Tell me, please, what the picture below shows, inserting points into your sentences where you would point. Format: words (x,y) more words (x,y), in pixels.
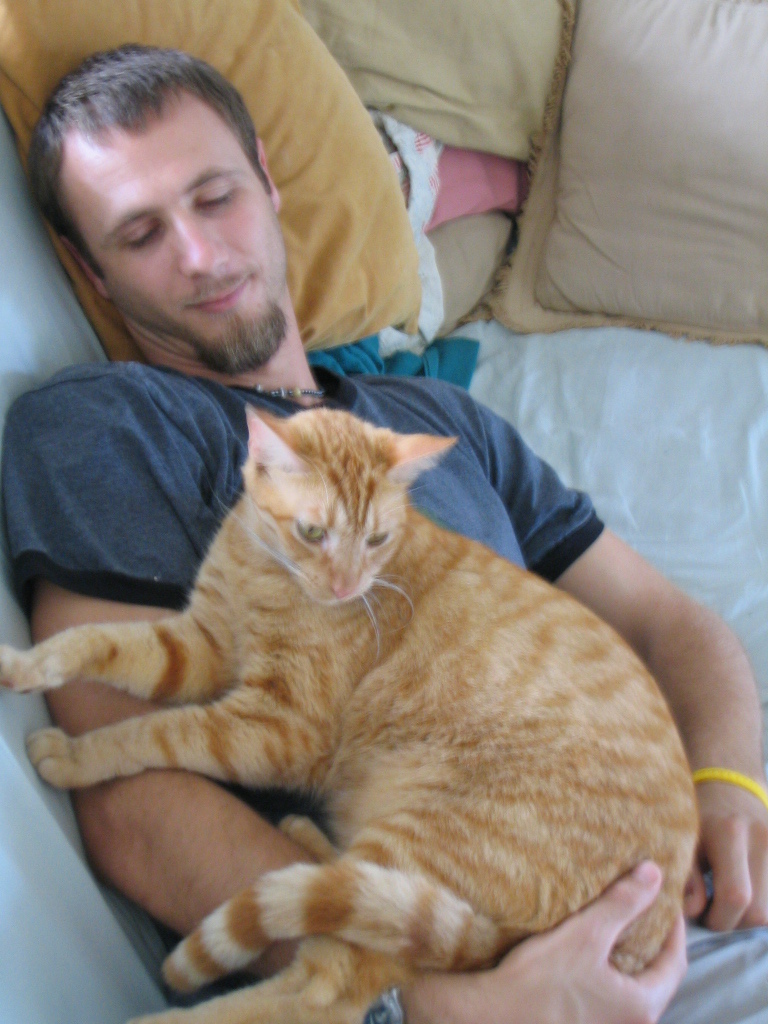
In this picture we can see a man (594,580) who is laying on the bed (750,459). These are the pillows (466,234) and there is a cat (339,785).
